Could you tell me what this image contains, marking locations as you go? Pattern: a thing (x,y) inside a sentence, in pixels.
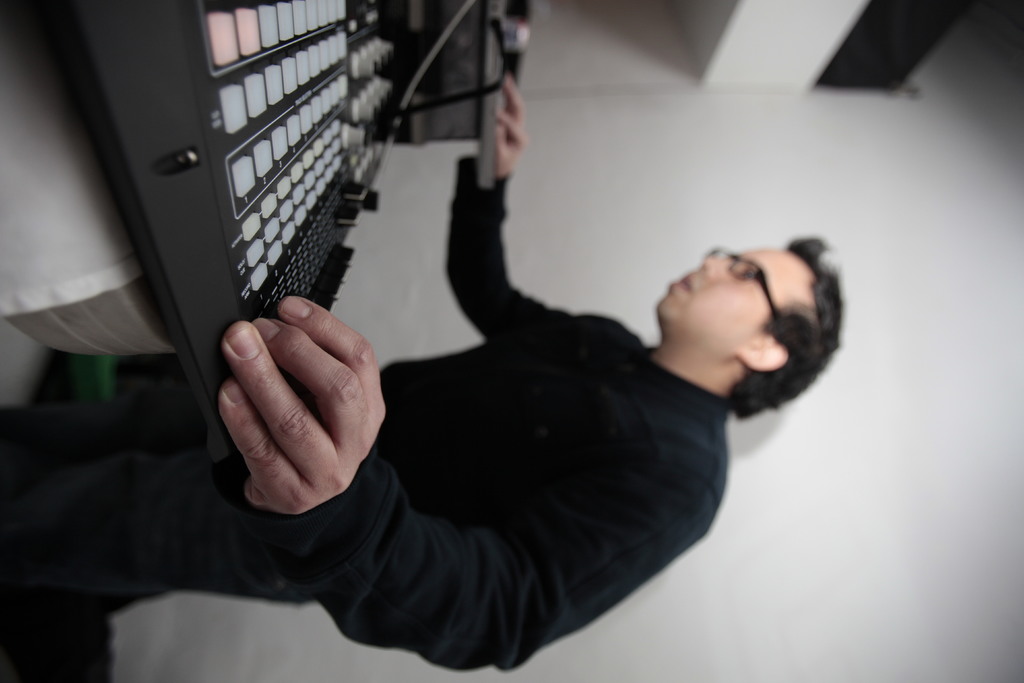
In this picture I can see a man (480,304) standing, there are music systems (327,262) on an object (144,342), and in the background (673,252) there is a wall (818,134).
